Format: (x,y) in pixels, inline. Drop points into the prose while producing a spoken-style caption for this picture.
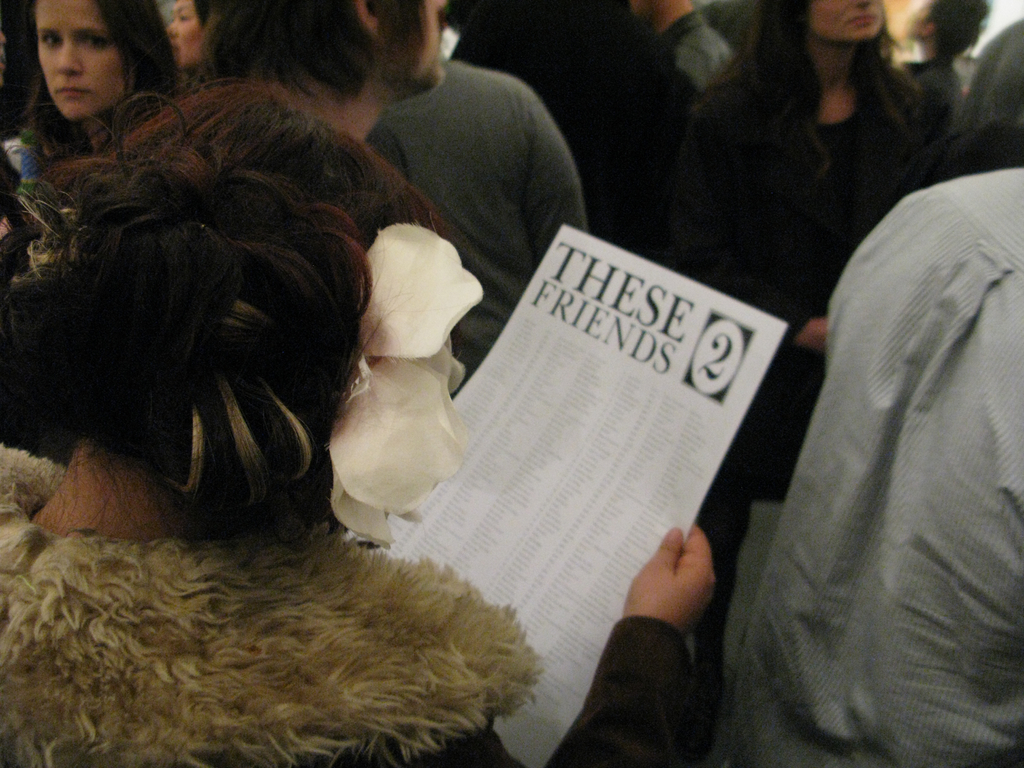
In this image there are many people (453,97) standing on the floor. On the left side of the image (174,497) a woman (427,618) is holding a paper (553,436) in her hand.
